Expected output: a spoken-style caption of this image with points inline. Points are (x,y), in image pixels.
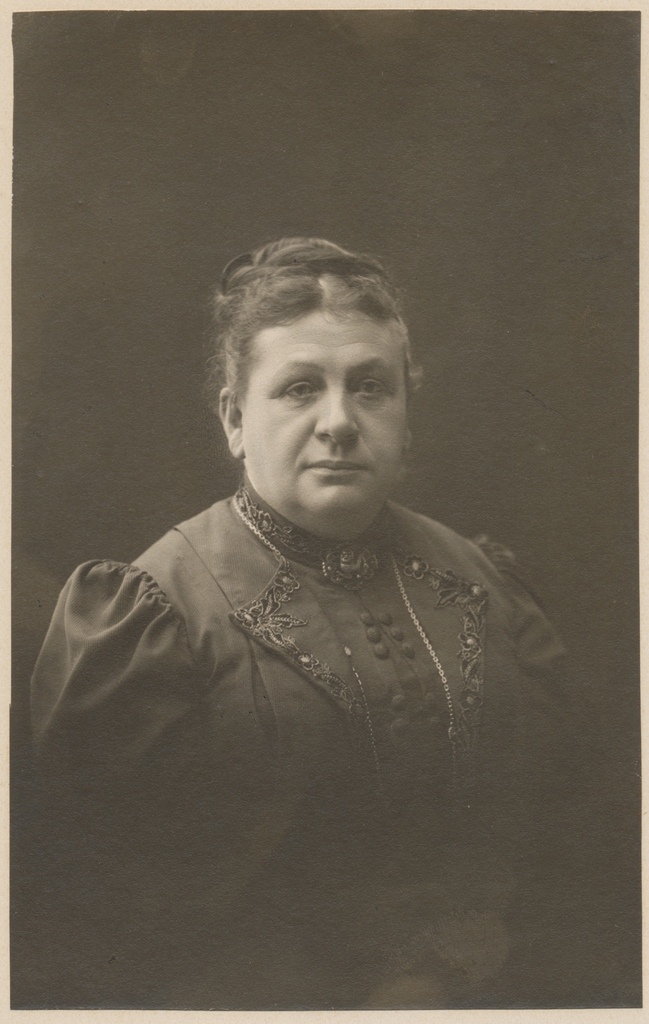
This is a black and white picture of a woman (548,689).
